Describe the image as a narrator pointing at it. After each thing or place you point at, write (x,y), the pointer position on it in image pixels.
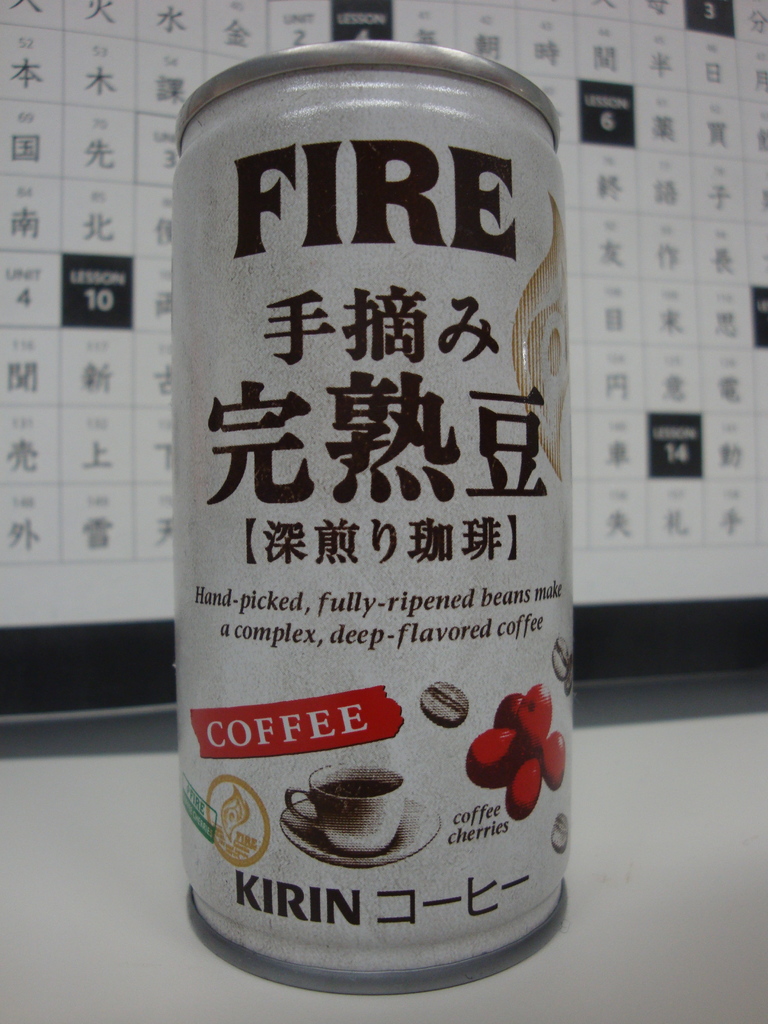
In this image, we can see a coffee can (507,631) and FIRE is printed in black color on it.
